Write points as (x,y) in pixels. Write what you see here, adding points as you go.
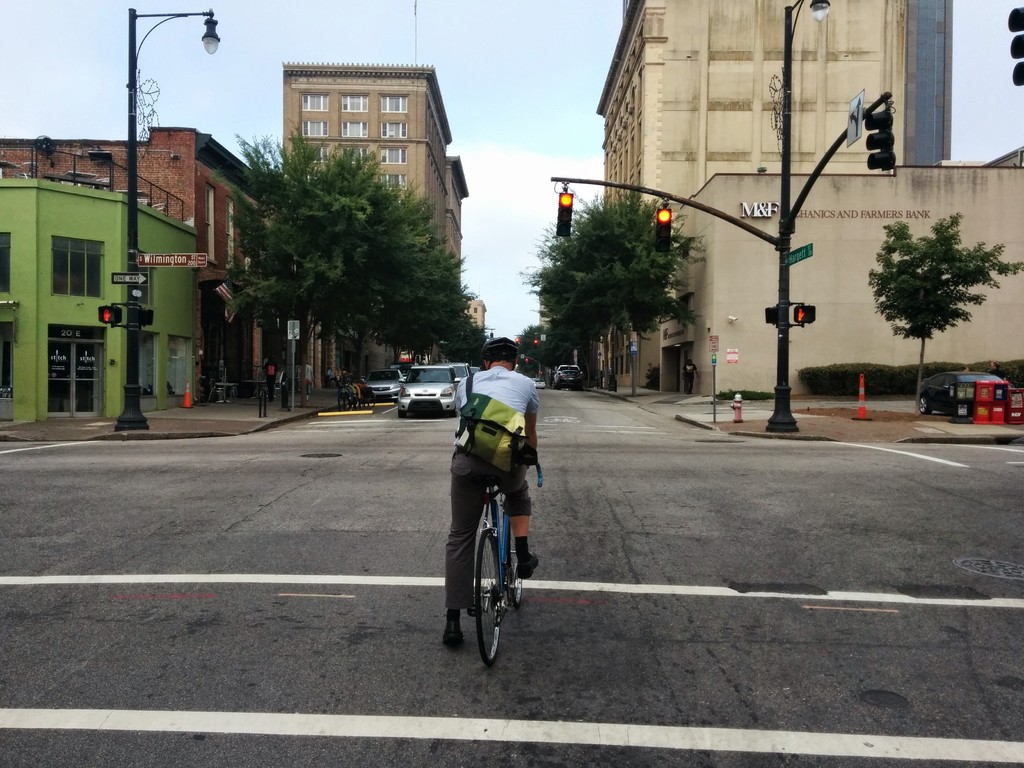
This is an outside view. Here I can see a man (474,480) is riding the bicycle (498,564) on the road (579,499). In the background (451,383) there are some cars (441,375). On both sides of the road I can see the poles (784,387) and traffic signal lights (659,215). In the background (429,267) there are some trees (281,289) and buildings (661,121). On the top of the image (528,55) I can see the sky (492,70).
